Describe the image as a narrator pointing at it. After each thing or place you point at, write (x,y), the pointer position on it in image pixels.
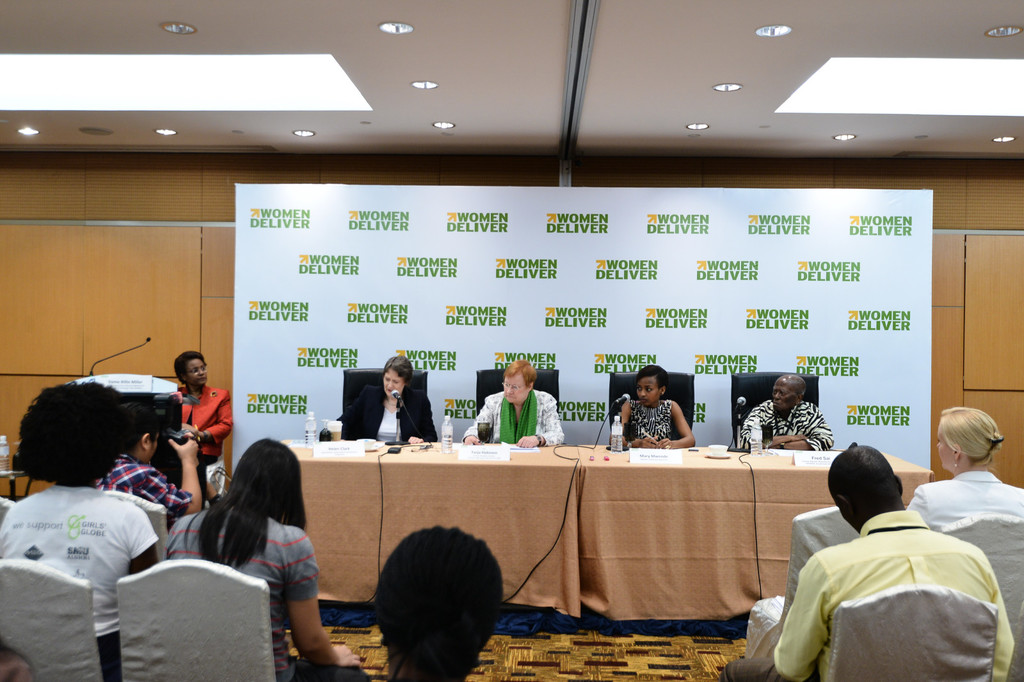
In this image we can see people (122,566) sitting on chairs (140,653). At the bottom of the image (498,659) there is carpet (511,648). In the background of the image (387,363) there are people (657,437) sitting on chairs (375,380). There is a table (456,448) on which there is a cloth (521,484). There are bottles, mic (401,441). In the background of the image (213,243) there is wooden wall (144,218). There is banner (345,309) with some text (382,308) on it. At the top of the image (64,36) there is ceiling (226,127) with lights (71,81).
